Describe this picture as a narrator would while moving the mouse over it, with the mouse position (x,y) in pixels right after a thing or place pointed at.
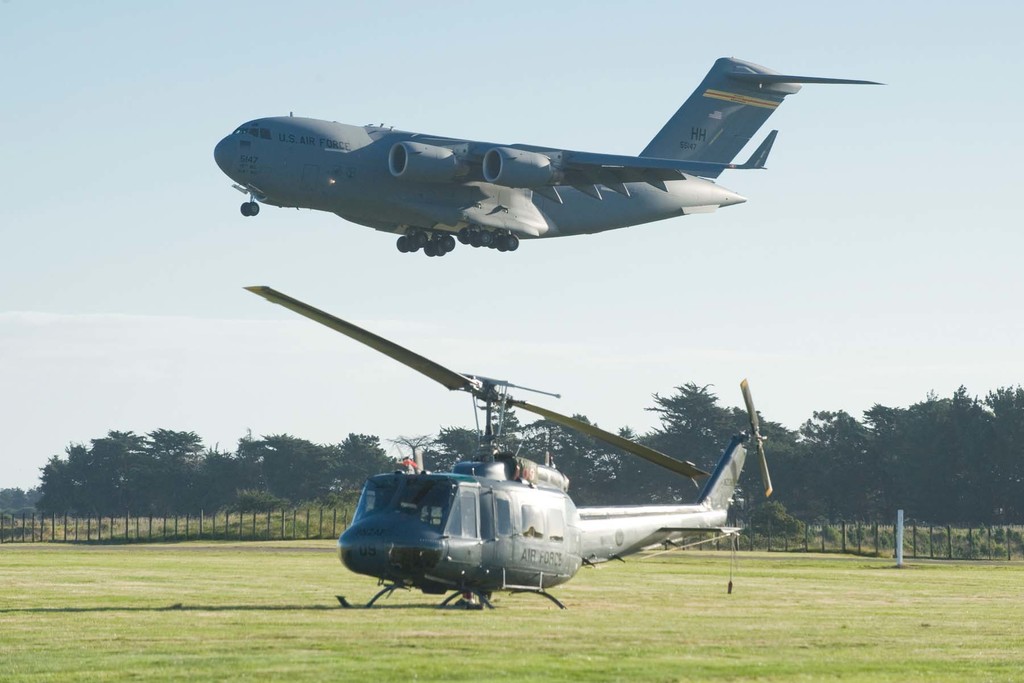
In this image there is a helicopter (509,545) on the ground (425,648). At the top (416,157) there is an airplane (417,182). In the background (100,532) there is wooden fence (275,510). Behind the fence (307,518) there are trees (268,454). At the top (112,149) there is the sky (103,159).
